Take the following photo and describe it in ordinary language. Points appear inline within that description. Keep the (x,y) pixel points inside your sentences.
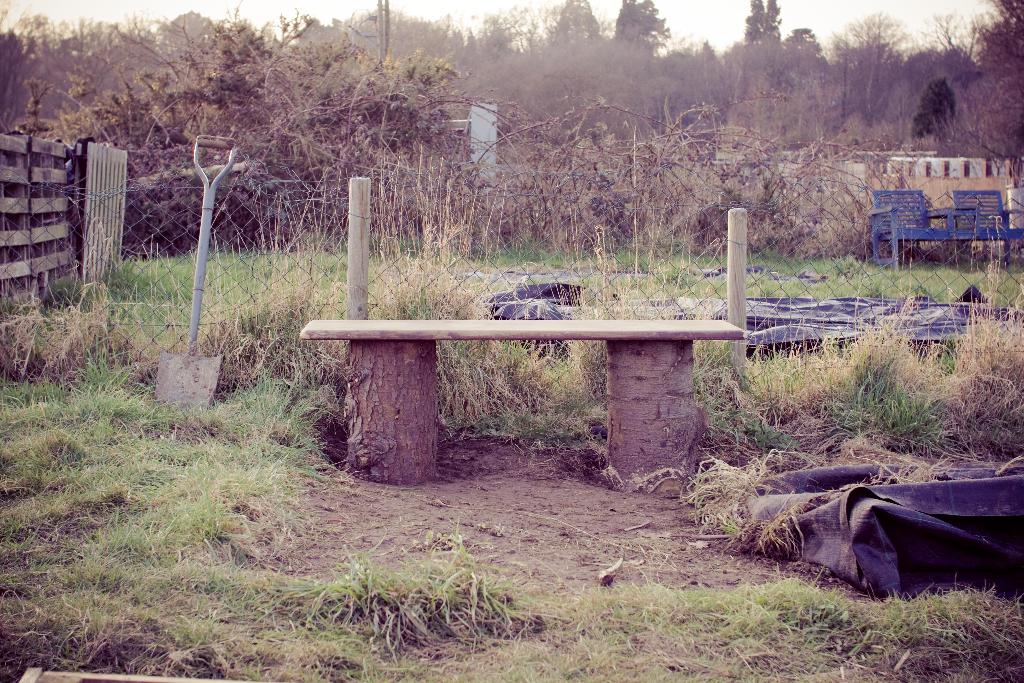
We can see table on tree trunks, grass (256,661), tool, fence (111,164) and black objects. We can see chairs (1005,231) and plants (543,199). In the background (814,72) we can see trees (540,58) and sky (823,4).
